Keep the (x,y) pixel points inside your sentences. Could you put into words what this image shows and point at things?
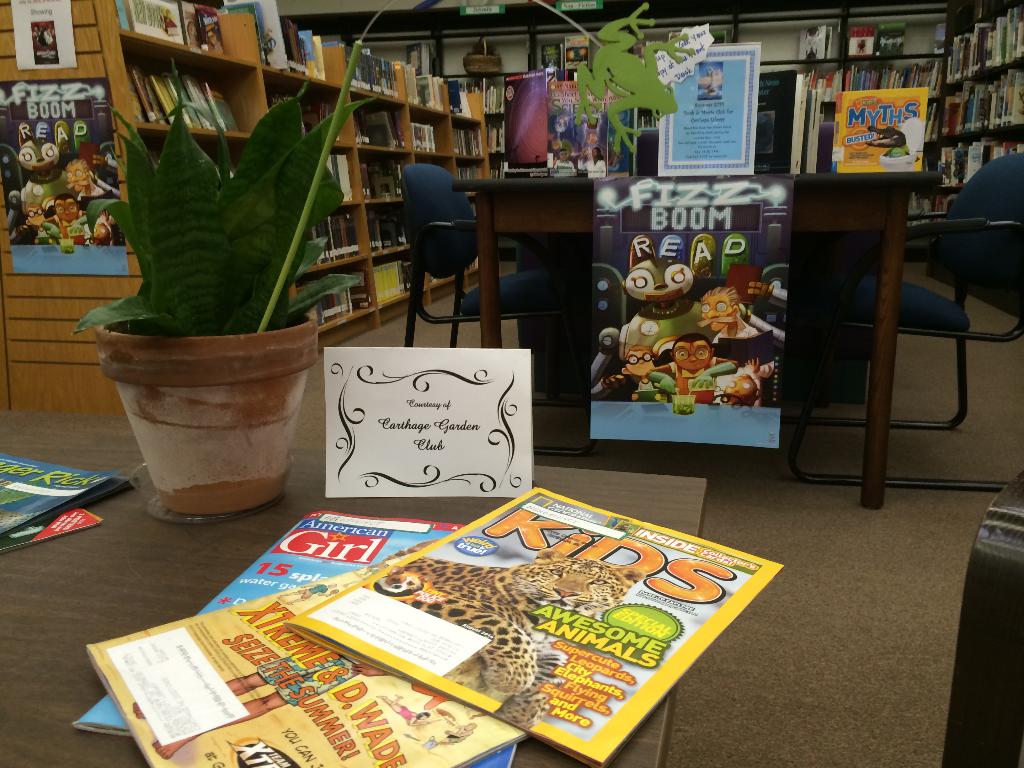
In this picture we can see a table (130,554). On the table (127,563) there are books (361,614) and a plant (314,157). Here we can see chairs (918,229). On the background (334,90) we can see a rack (393,162) and there are some books (374,116) in that. And this is floor (867,609).
